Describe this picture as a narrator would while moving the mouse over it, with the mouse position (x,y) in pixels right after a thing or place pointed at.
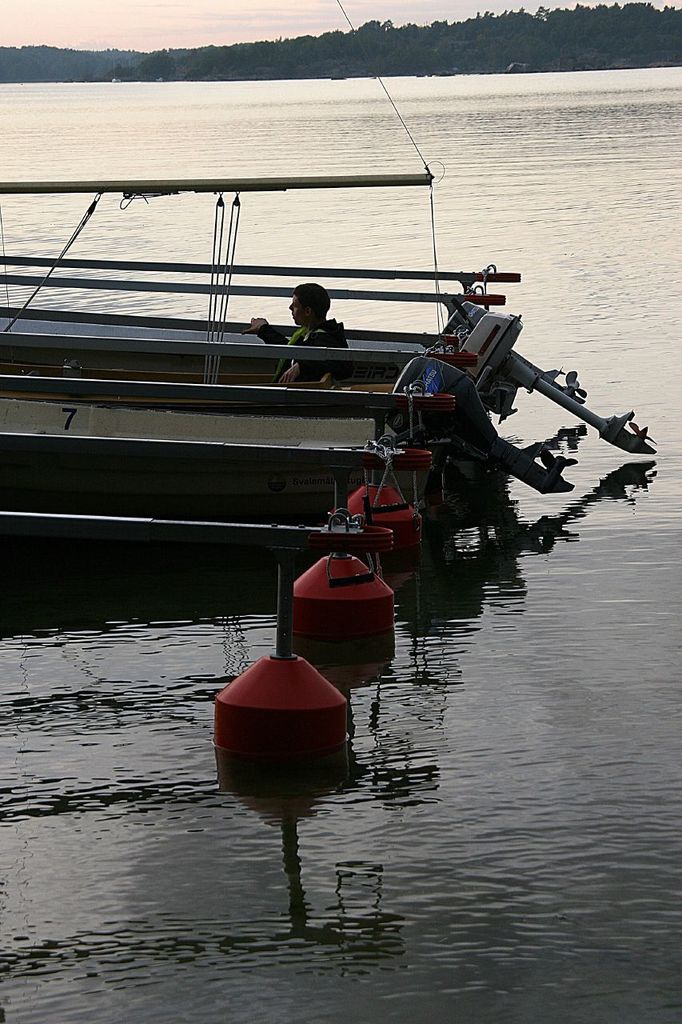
In this image I can see the water (545,820) and few objects (311,720) which are red in color on the surface of the water (438,581). I can see a boat (235,432) which is white and cream in color on the surface of the water (517,395). I can see a person (327,322) is sitting in the boat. In the background (310,68) I can see few trees (328,75) and the sky (191,14).
